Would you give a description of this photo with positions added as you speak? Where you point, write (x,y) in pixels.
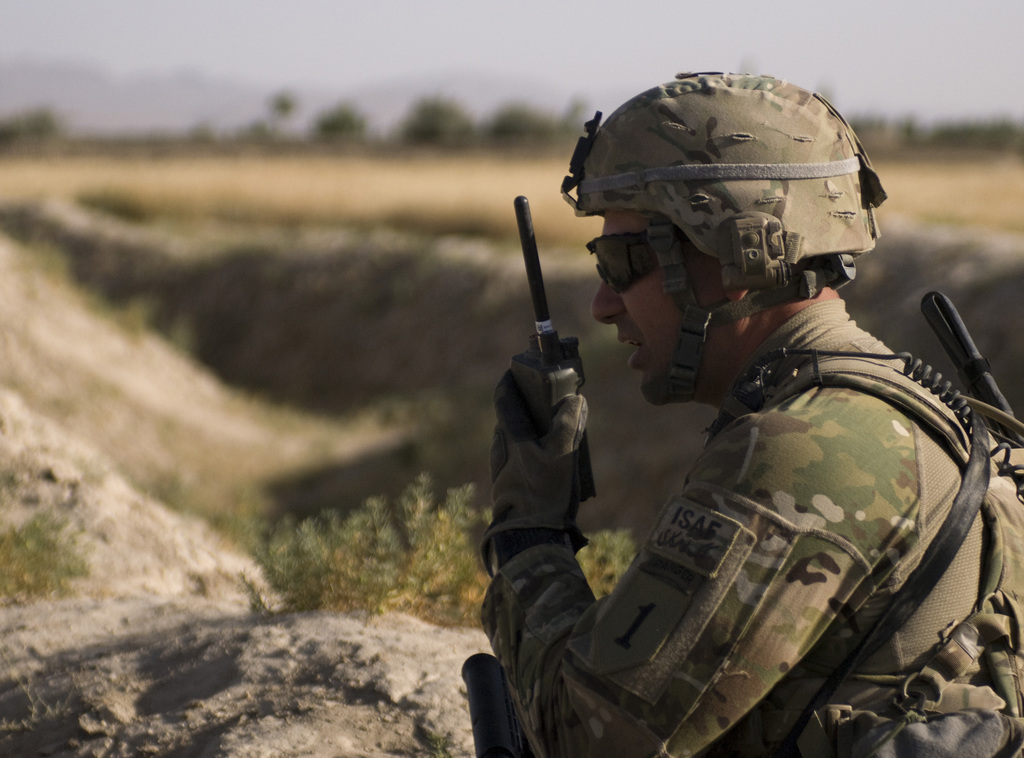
In this picture I can see there is a person (868,459) at the right of the image (833,401), he is holding a radio (549,363) and he has few weapons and there are plants (340,547) and soil (239,247) in the backdrop (438,143) and the sky (332,30) is blurred.
